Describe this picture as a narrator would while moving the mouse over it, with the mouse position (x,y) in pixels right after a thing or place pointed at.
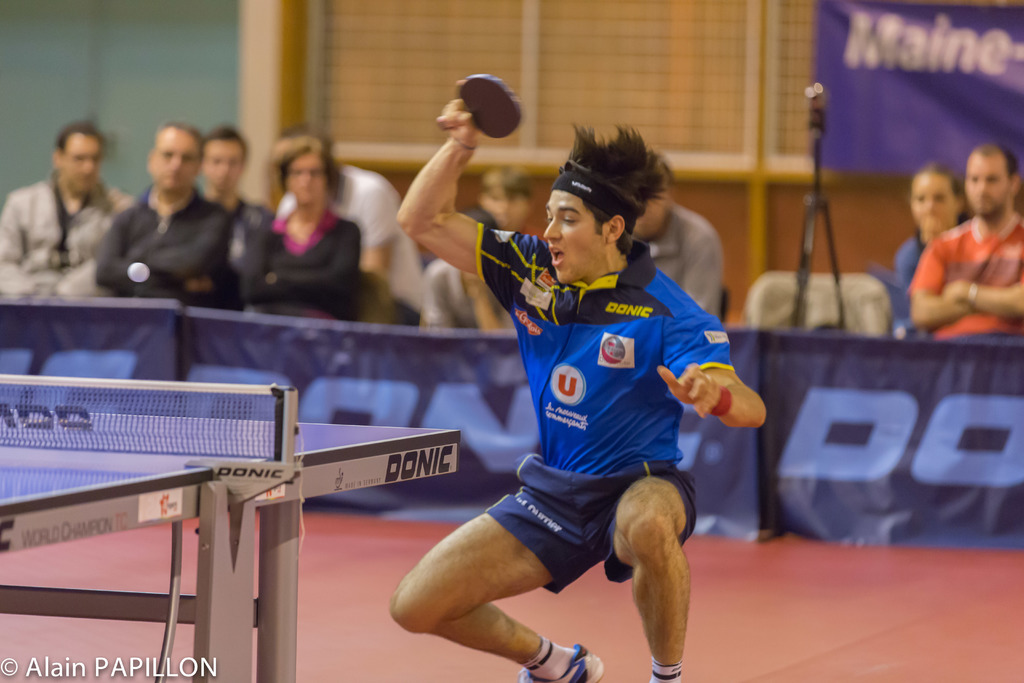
On the left (244,441) we can see table (269,451), in center there is a man (549,414) wearing blue t shirt (580,377). In the background (703,92) there is a wall (132,75), banner (928,80), camera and few persons (658,192) were sitting on the chair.
